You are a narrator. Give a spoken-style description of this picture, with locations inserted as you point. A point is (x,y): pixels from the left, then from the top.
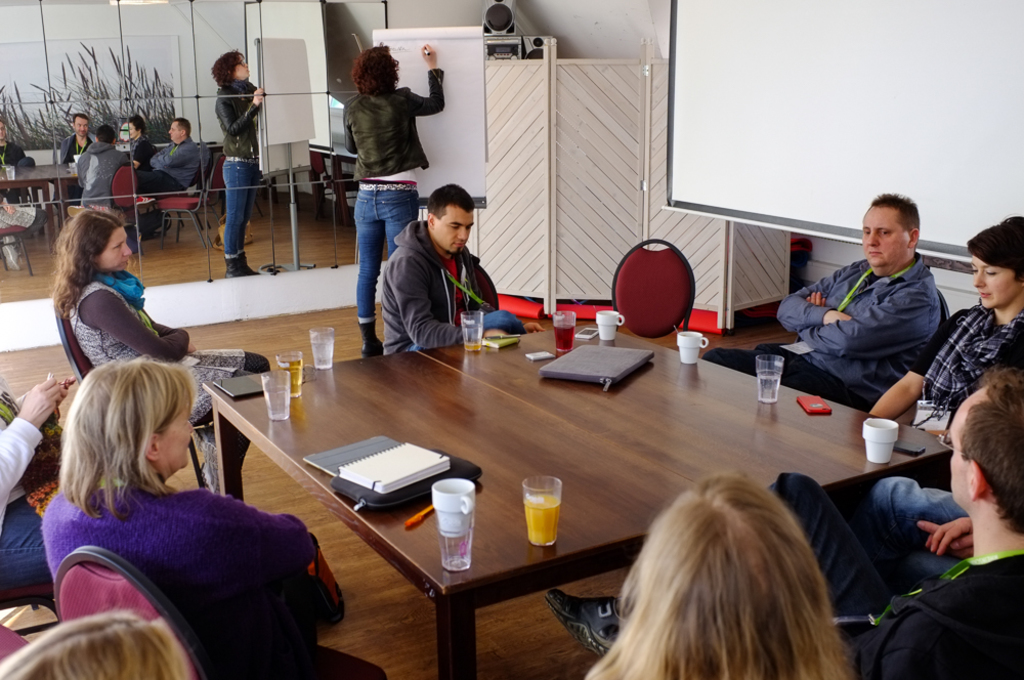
There are some people (147,350) sitting in the chairs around the table (291,450) on which some files (579,365), glasses (760,369) and cups (688,351) were placed. In the background (420,163) there is a woman (372,116) writing something on the board (435,155). She is standing. We can observe a projector display screen (717,134) and a mirrors (185,133) here.
